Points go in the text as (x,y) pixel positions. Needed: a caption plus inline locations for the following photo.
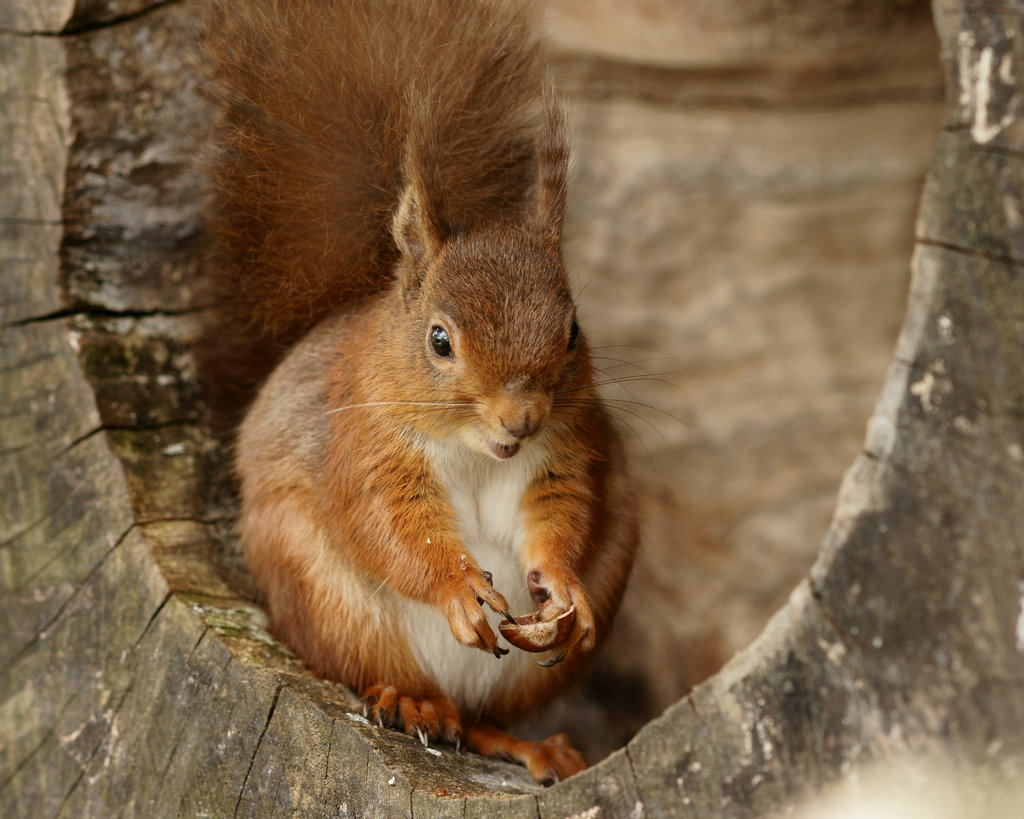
In this image we can see a squirrel (576,335) on the trunk (226,544) of a tree (163,415) holding a nut (546,629).
